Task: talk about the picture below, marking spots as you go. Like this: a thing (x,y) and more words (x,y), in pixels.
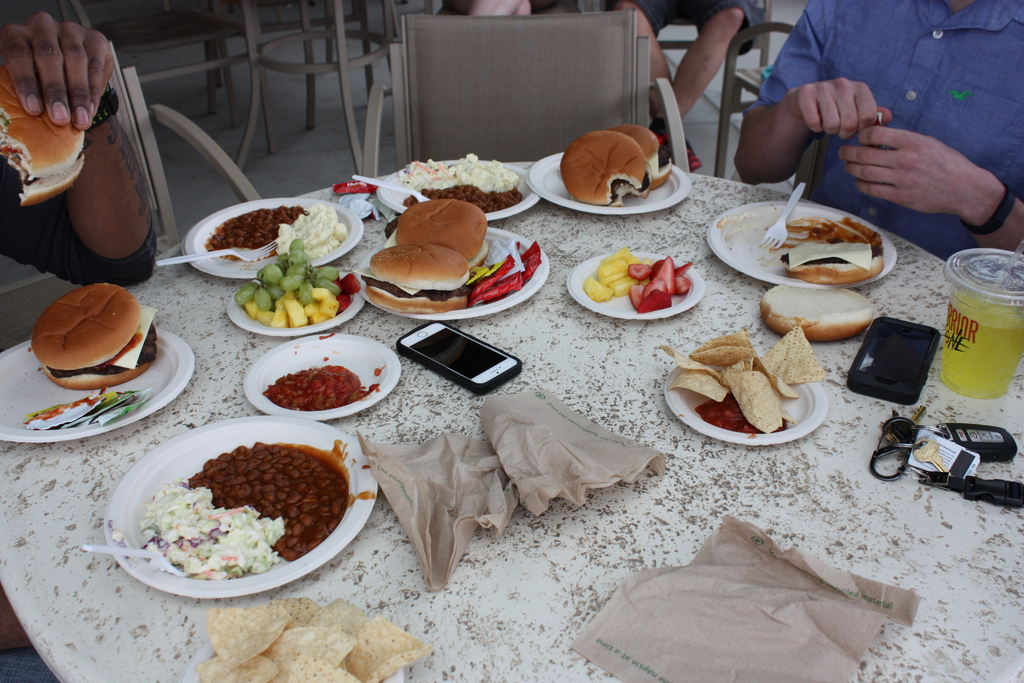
In this image, I can see a table (598,353) with food items (246,531), mobiles (486,383), papers (524,447), glass (991,284) and keys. On the right side of the image (852,202), I can see a person (893,130) sitting on a chair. On the left side of the image (131,150), I can see a person's hand (93,177) holding a burger (50,168). At the top of the image (673,37), I can see the legs (688,37) of two persons (648,29) and an empty chair (484,107).
